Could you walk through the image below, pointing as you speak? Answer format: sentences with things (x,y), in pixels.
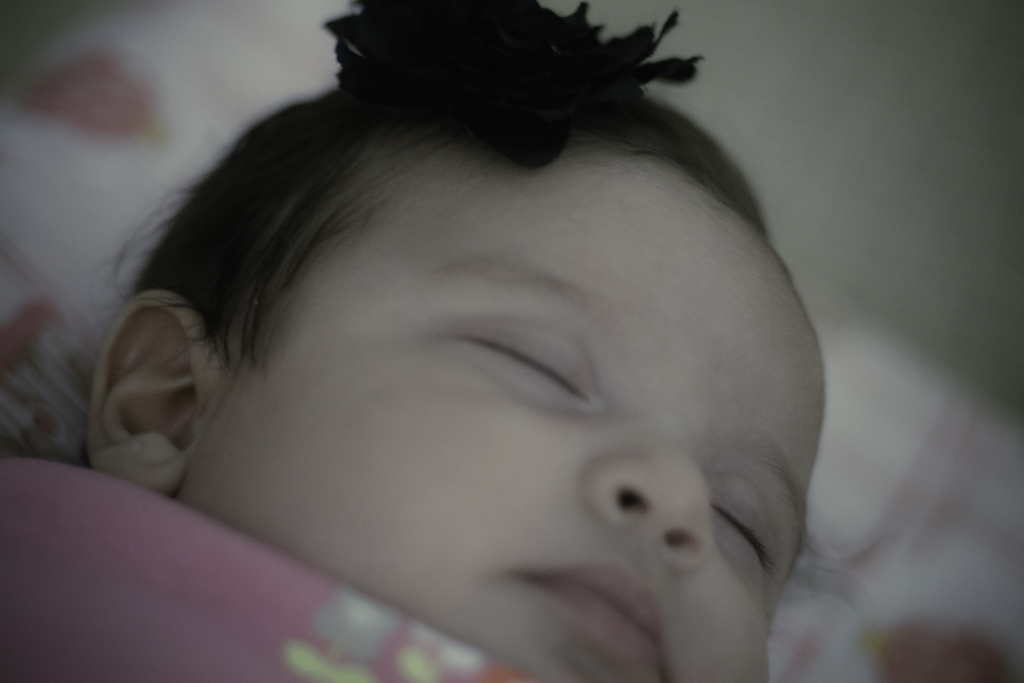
In the image in the center, we can see one baby (428,384) sleeping.
